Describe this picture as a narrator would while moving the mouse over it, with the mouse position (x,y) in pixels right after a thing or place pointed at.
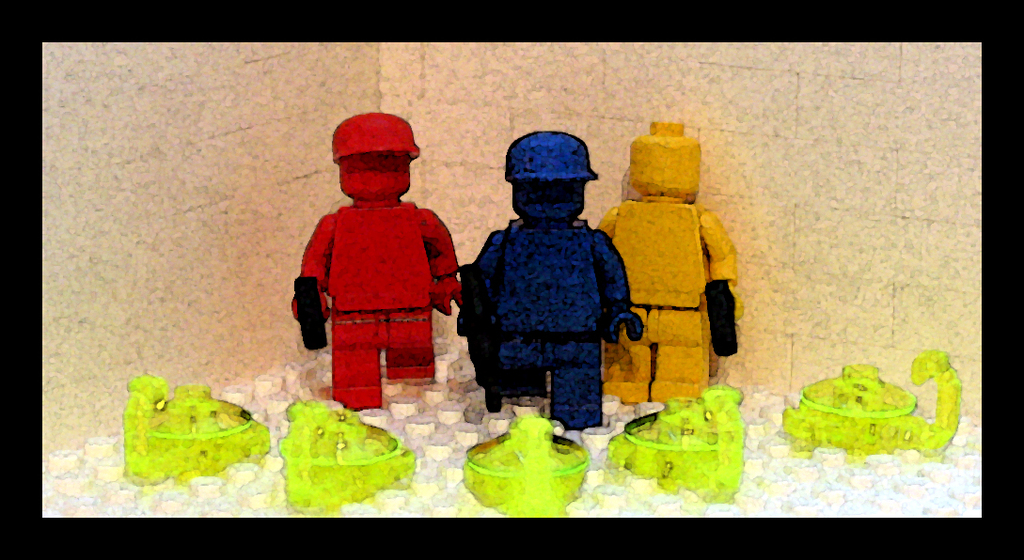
In this picture, we see three toys (411,249) which are in red, blue and yellow color. Behind that, we see a wall (246,261). In front of the toys (636,382), we see five things (342,461) which looks like boxes (222,458). These boxes (222,458) are in green color.
